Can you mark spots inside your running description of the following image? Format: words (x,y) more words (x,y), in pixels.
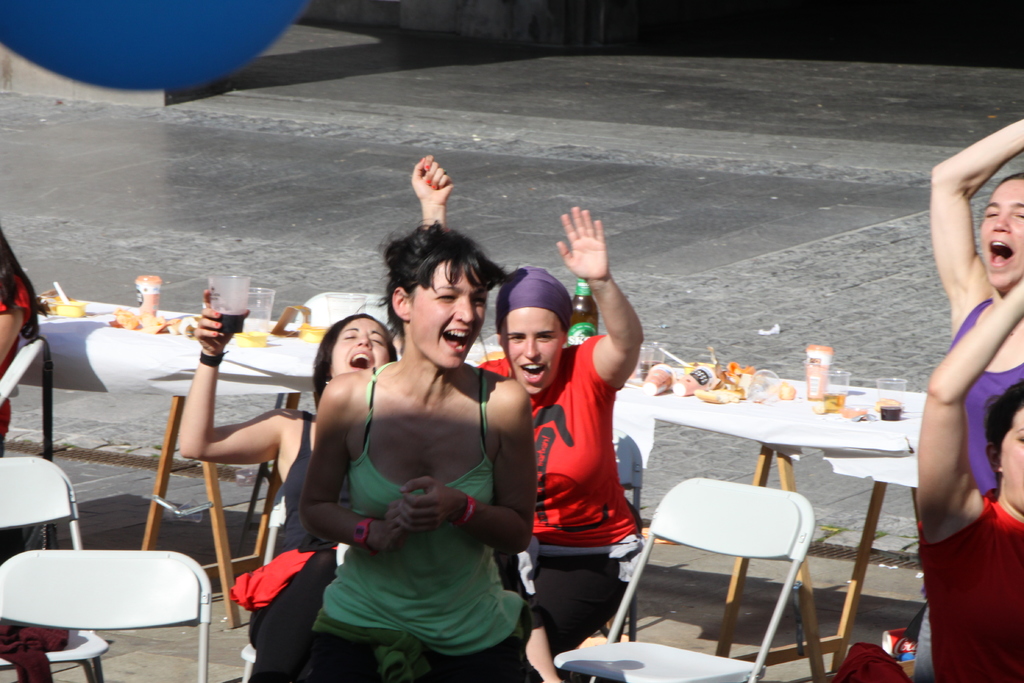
This picture describes about group of people (529,408) few seated on the chair (631,458) and few are standing, behind them we can see food items (719,377), glasses (233,303), bottle (577,283) on the table (832,417).
